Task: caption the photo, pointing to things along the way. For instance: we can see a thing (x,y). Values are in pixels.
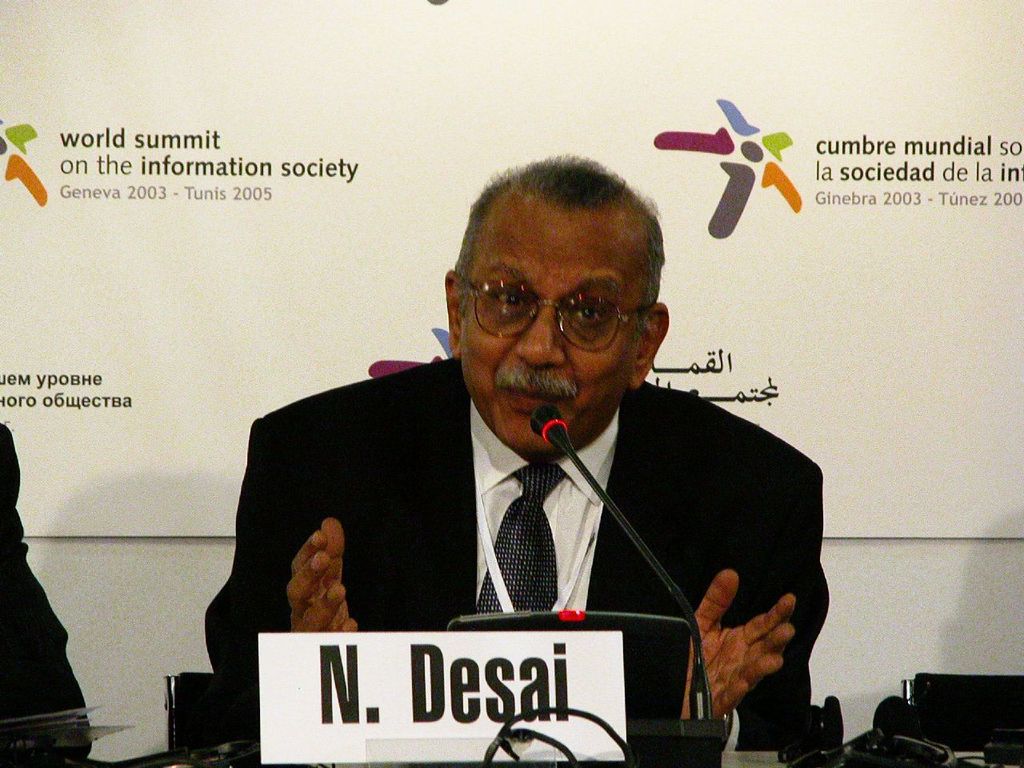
In the image there is an old man (412,383) with black suit (679,467) and white shirt (577,505) sitting in front of table (848,760) talking on mic (568,440), behind him there is a banner (756,99).
